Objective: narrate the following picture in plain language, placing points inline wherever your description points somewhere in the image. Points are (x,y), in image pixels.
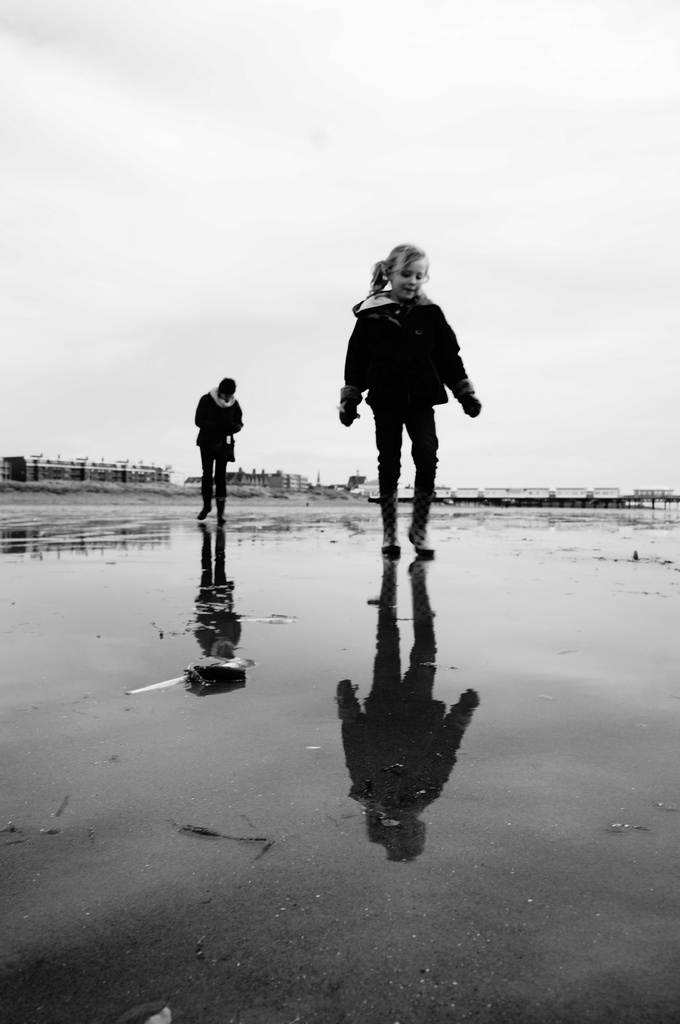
In the picture there are two persons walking on the water (629,560), there are buildings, there is a cloudy sky (249,157).
